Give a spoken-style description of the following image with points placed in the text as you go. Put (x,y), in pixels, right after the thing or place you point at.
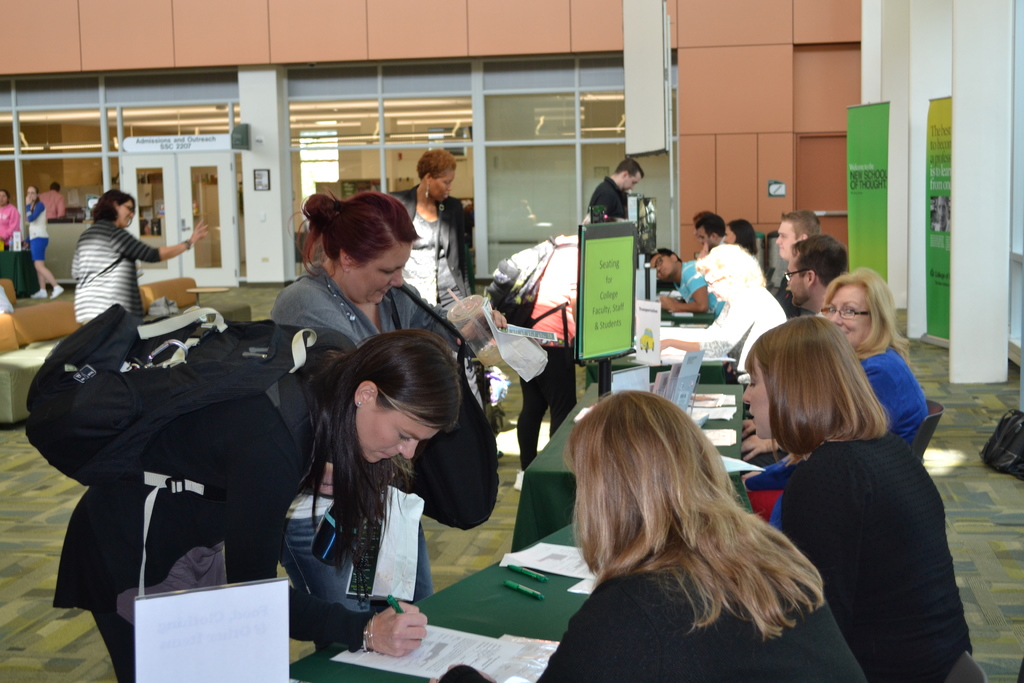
On the left side of the image (138,308) we can see a lady (134,284) standing and waving her hand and a lady (76,548) is bending and filling a form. In the middle of the image (616,332) we can see a table (521,609), a board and some persons (524,428) are standing. On the right side of the image (823,242) we can see some persons (849,359) are sitting on the chairs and some posters (943,298) are there.
